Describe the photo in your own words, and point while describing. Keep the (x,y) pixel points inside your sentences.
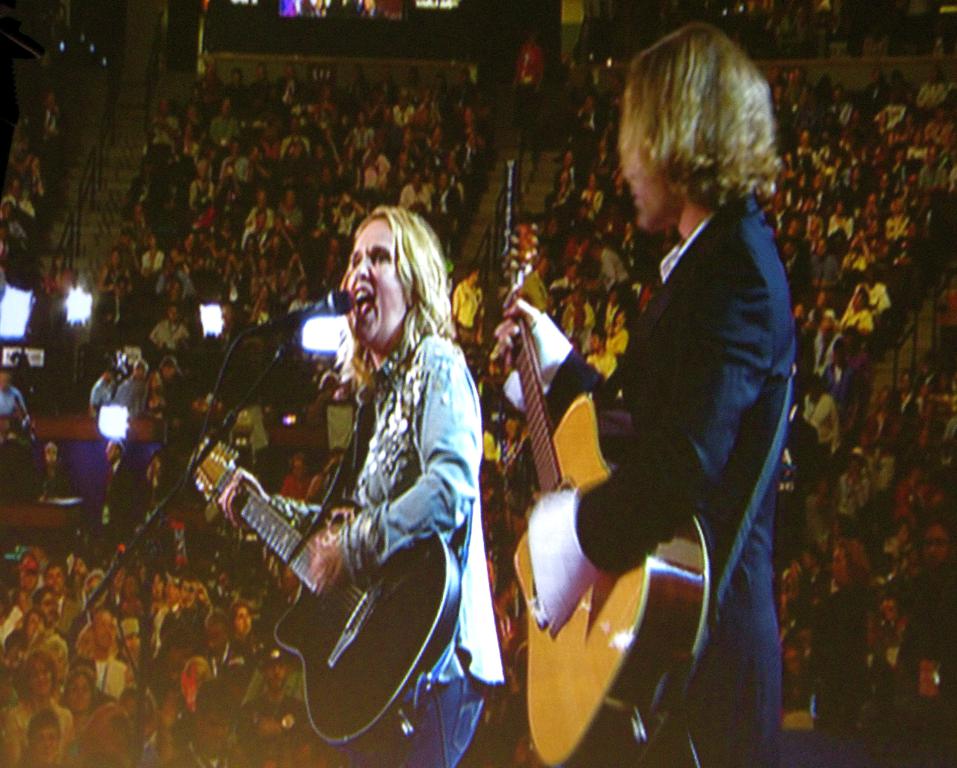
There are two musicians (470,544) performing at the concert, woman (394,454) is holding a guitar (326,610) and is singing in front of the mic (348,301) this person (674,423) is playing a guitar (595,610) and the crowd (275,274) is enjoying the concert.
